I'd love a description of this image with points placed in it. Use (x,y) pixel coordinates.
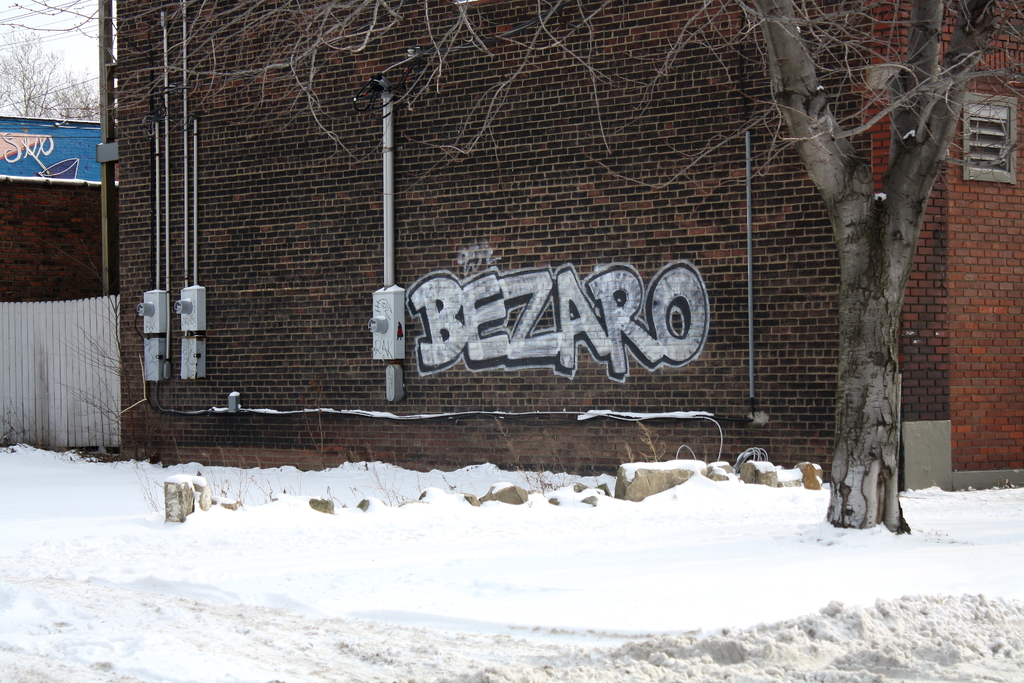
In this image we can see snow (97,485) on the ground (462,646). There are stones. And there is a tree (837,415). In the back (721,367) there is a building (326,147) with brick walls (281,154). On the wall (524,288) there are pipes (387,233) and text (621,337). And there is a fencing (101,357). On the left side (46,162) there is a board (42,147) with text (40,148). In the back (48,77) there is sky (72,66) and trees (37,92).
